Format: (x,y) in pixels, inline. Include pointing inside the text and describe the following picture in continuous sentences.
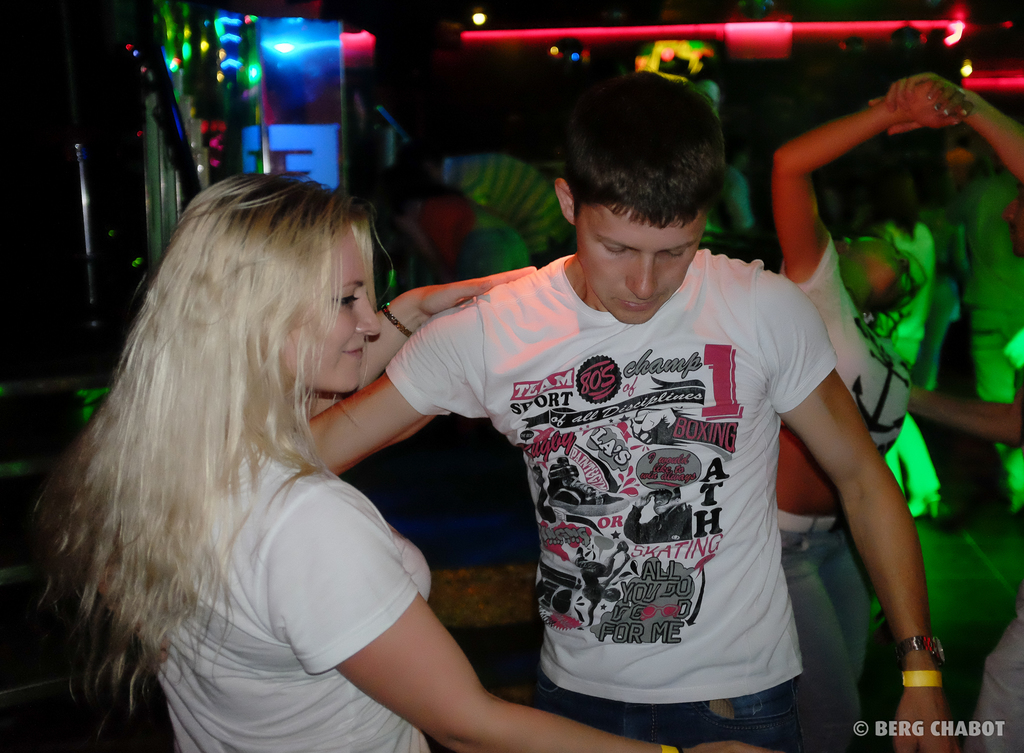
In this image I can see two persons (776,416) are standing in the front (418,714) and I can see both of them are wearing white colour t shirts (655,374). In the background (889,403) I can also see few more people (882,130) are standing and on the top side of the image (928,28) I can see number of lights (233,22). I can also see a watermark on the bottom right side of this image (886,733).
